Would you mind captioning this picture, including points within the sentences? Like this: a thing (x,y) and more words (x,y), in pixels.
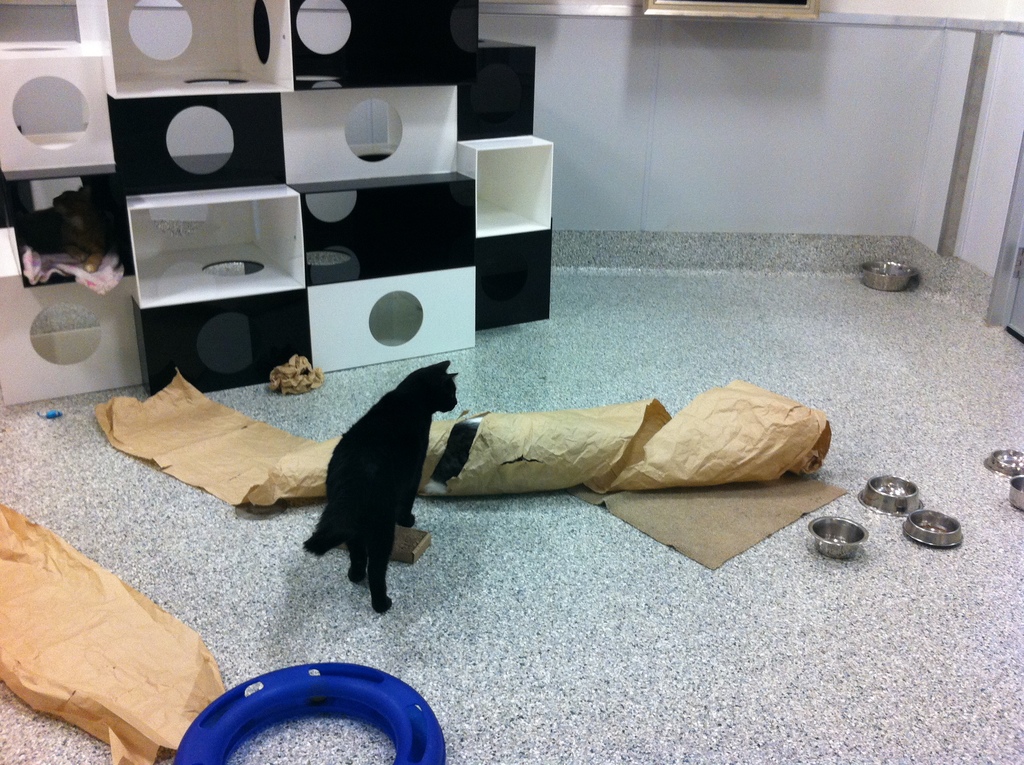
In this image we can see there is a black color cat (362,487) and a brown color papers (687,462) and some steel bowls (848,525) and a blue color circular object (368,698) is present on the floor (473,532) and there is a shelf (292,91) at the top left side of this image (201,118) and there is a wall (779,150) in the background (760,113).
